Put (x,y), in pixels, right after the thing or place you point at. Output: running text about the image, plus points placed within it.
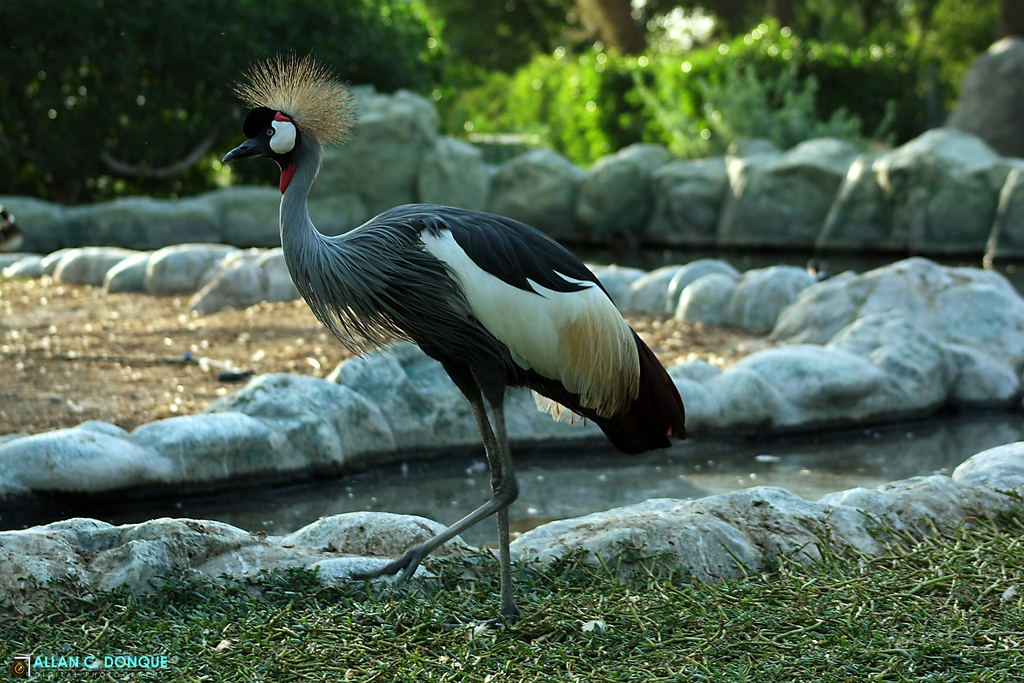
In this image there is a crane (439,541). There is water (907,433). There are rocks (1003,460). At the bottom of the image (702,596) there is grass (721,620) on the surface (795,624). In the background of the image (628,92) there are trees (621,58). There is some text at the bottom of the image (86,657).
